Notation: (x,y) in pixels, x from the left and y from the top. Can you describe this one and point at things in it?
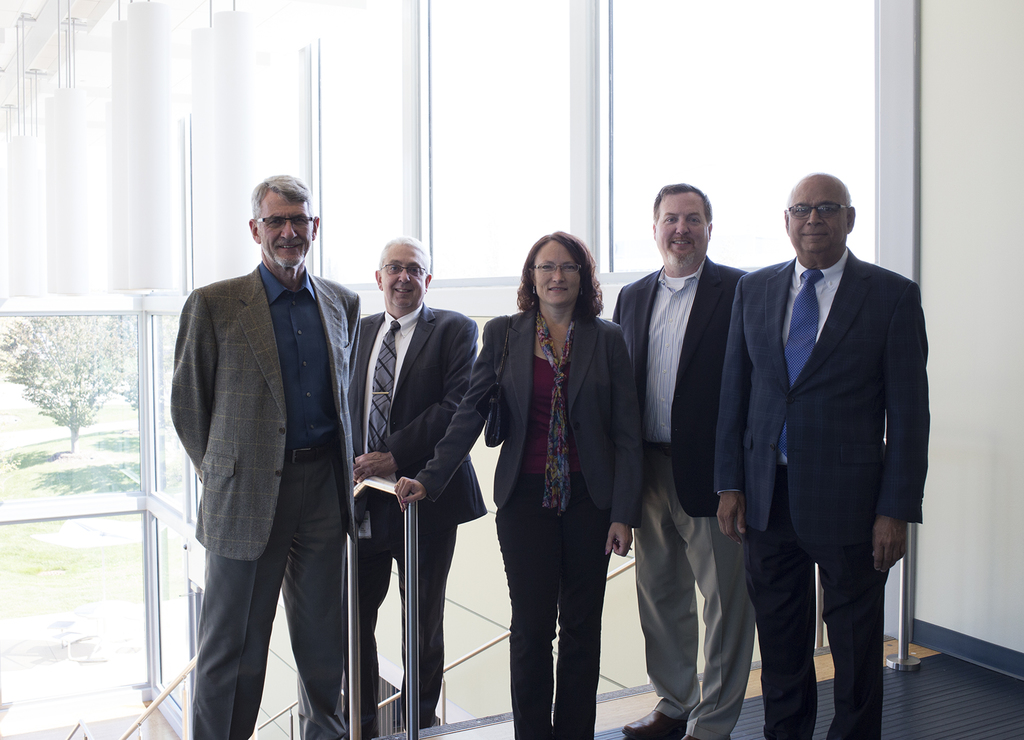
In this image, we can see some people (589,459) standing, at the right side (996,121) we can see a white color wall (961,109).
